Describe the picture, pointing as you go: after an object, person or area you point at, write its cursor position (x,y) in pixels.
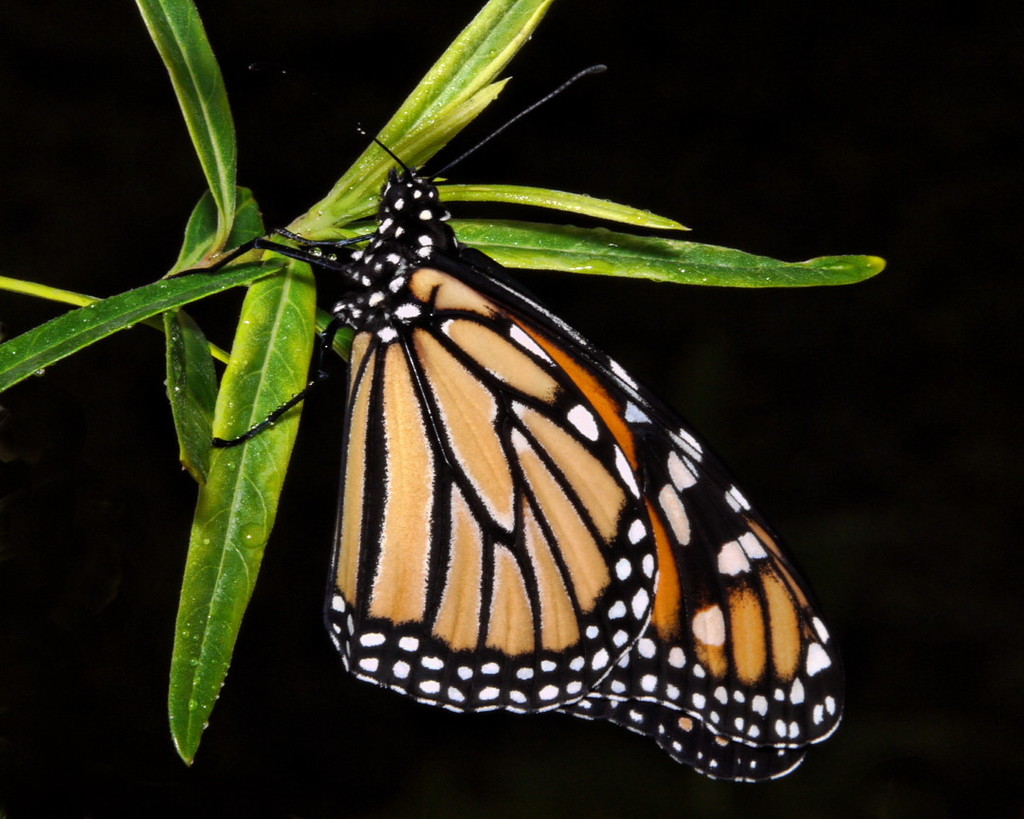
In the foreground of this image (636,505), there is a butterfly (513,455) on a plant (191,288) and the background (84,182) image is dark.
